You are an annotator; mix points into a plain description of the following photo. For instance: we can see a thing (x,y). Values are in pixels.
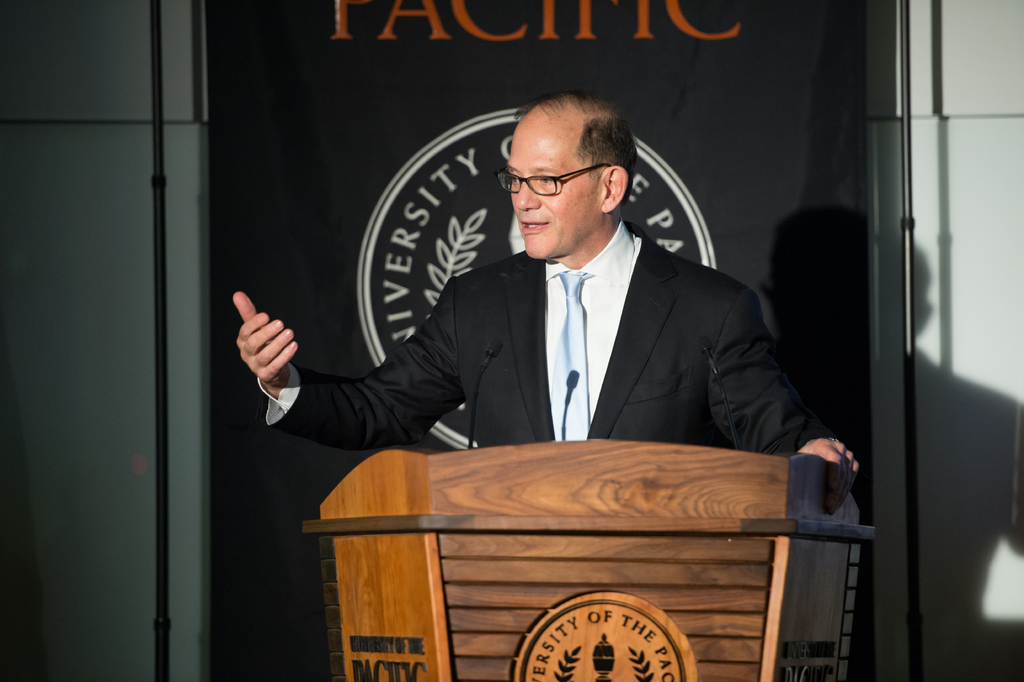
In this picture I can see there is a man (582,348) standing, he is wearing a blazer (480,443), there is a podium (494,562) in front of him and there is a black banner (464,437) in the backdrop (463,111), there is a logo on it.
